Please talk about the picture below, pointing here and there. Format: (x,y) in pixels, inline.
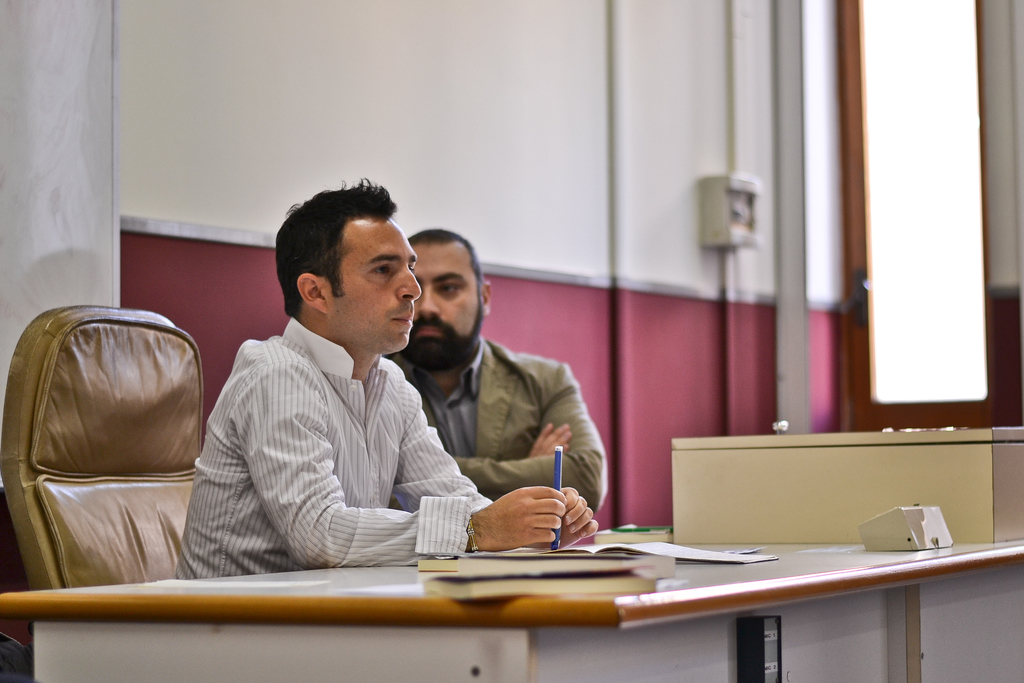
This picture is clicked inside the room (896,387). On the left (333,372) we can see a person (346,378) wearing white color shirt (418,467), holding a pen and sitting on the chair (75,495) and we can see another person (466,337) wearing blazer (505,402) and sitting and we can see a box (712,498), books (667,557) and some objects (712,557) are placed on the top of the table (880,633). In the background (707,321) we can see the wall (486,151) and some other objects (934,180).
